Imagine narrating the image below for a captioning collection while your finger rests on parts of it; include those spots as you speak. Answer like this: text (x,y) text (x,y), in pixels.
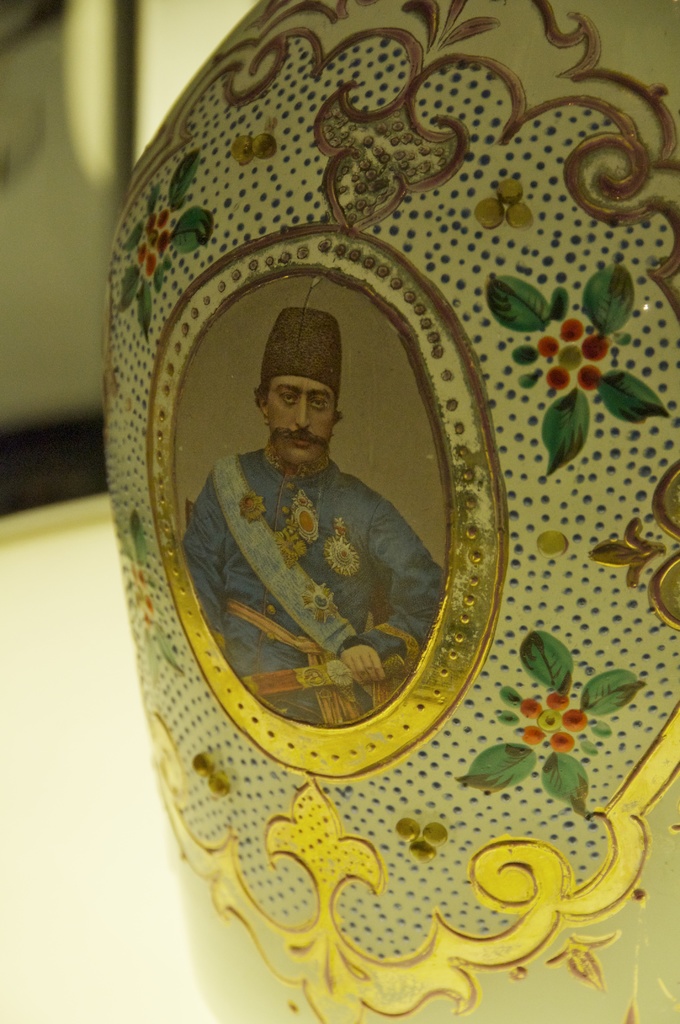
This image consists of a flower vase (332,542). On that there is a photo (312,586) of a man (330,521), and there are flowers (143,583) and leaves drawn with paint (379,246) on that flower vase (275,796).
